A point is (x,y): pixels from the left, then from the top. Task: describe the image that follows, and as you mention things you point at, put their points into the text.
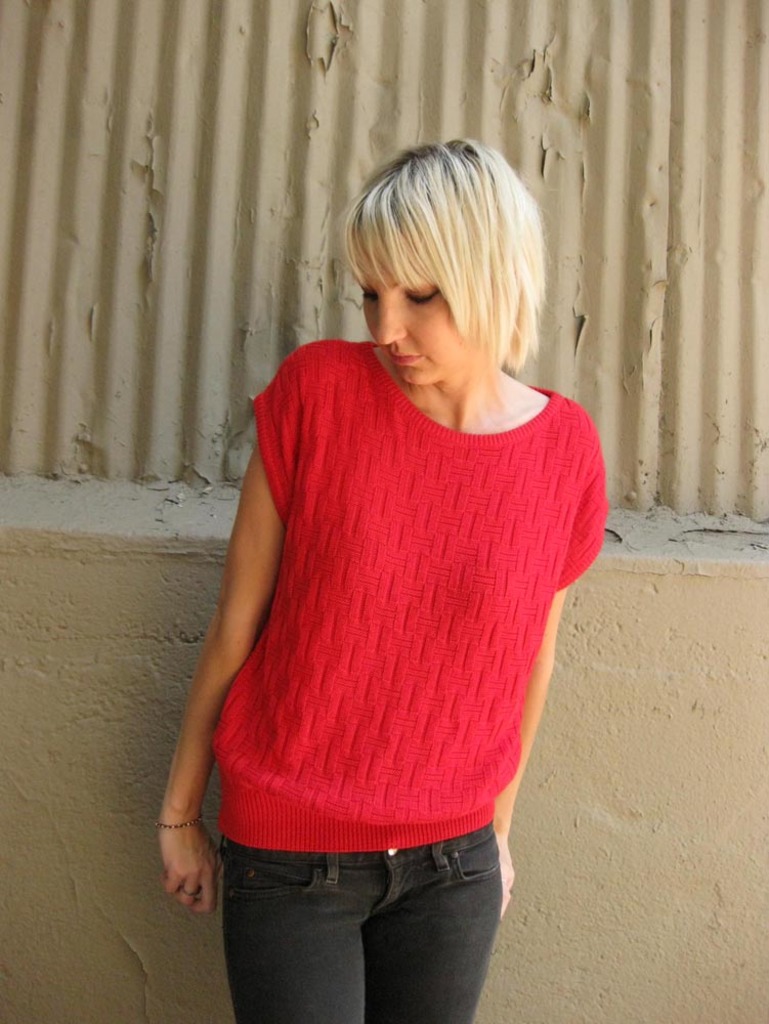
In this image, we can see a person (454,923) wearing clothes (415,743) in front of the wall (69,770).
